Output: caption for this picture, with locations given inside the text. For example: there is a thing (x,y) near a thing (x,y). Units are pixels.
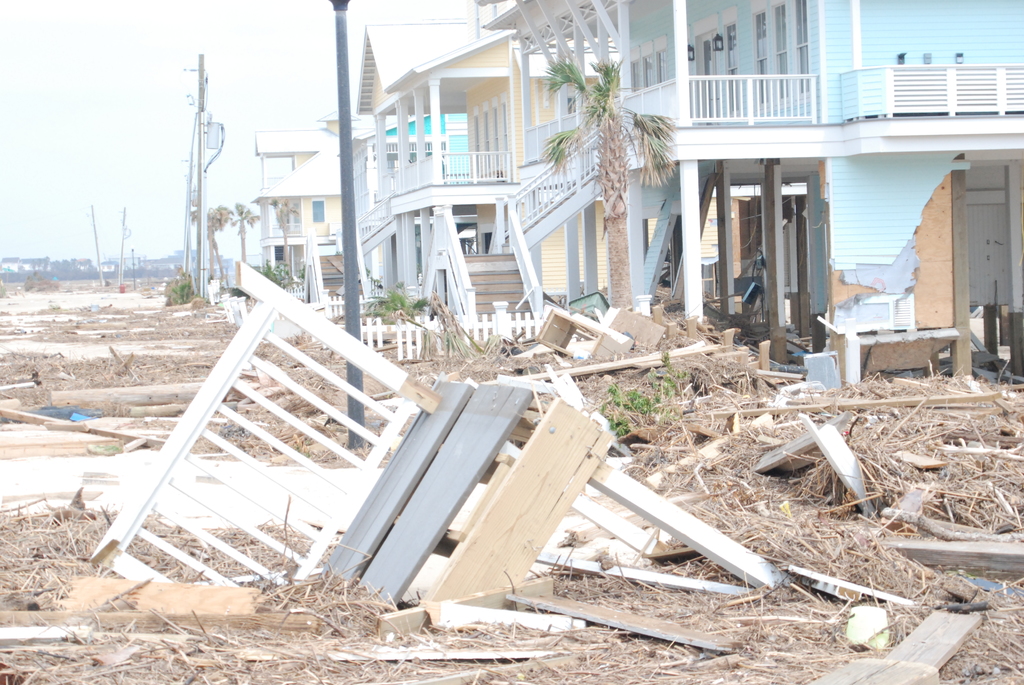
In this picture we can see wooden objects (274,446) and sticks (75,573) on the ground (235,500), poles (94,233), buildings (507,211), trees (91,267) and some objects (161,300) and in the background (103,180) we can see the sky (97,168).
